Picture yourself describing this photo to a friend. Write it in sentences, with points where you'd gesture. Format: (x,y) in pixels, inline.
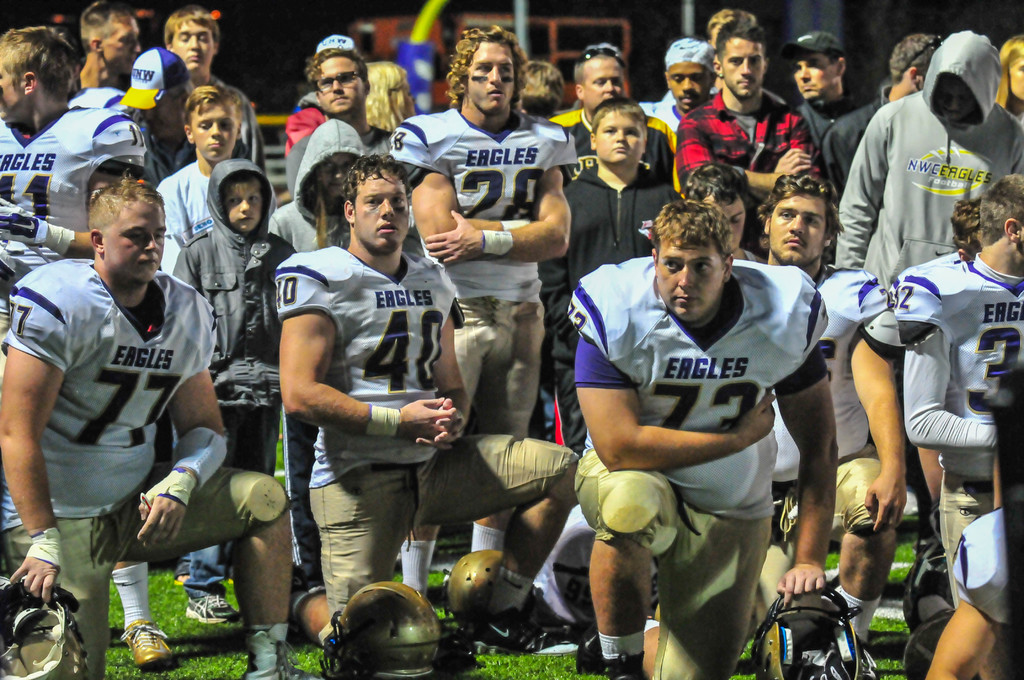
As we can see in the image there are group of people (46,360) kneeling in the front (119,474). There is grass (164,604) and helmets (18,594).
